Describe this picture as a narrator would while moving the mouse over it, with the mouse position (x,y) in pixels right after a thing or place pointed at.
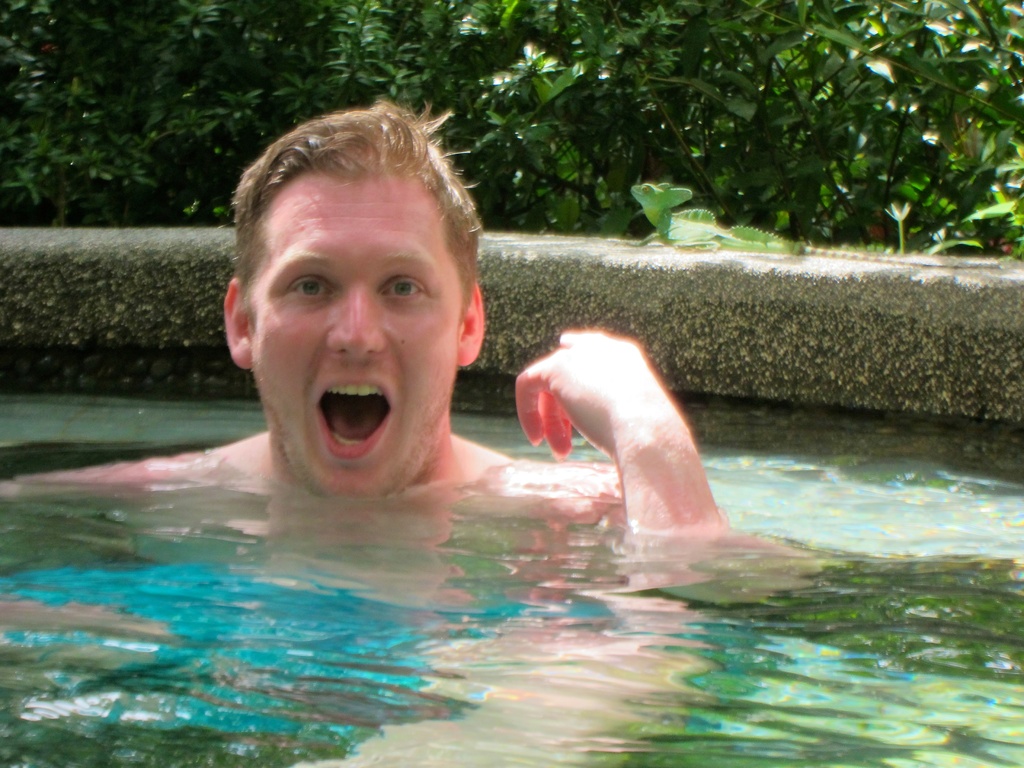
A person (550,520) is in water (136,669). Background (810,101) there are number of plants (646,80).
